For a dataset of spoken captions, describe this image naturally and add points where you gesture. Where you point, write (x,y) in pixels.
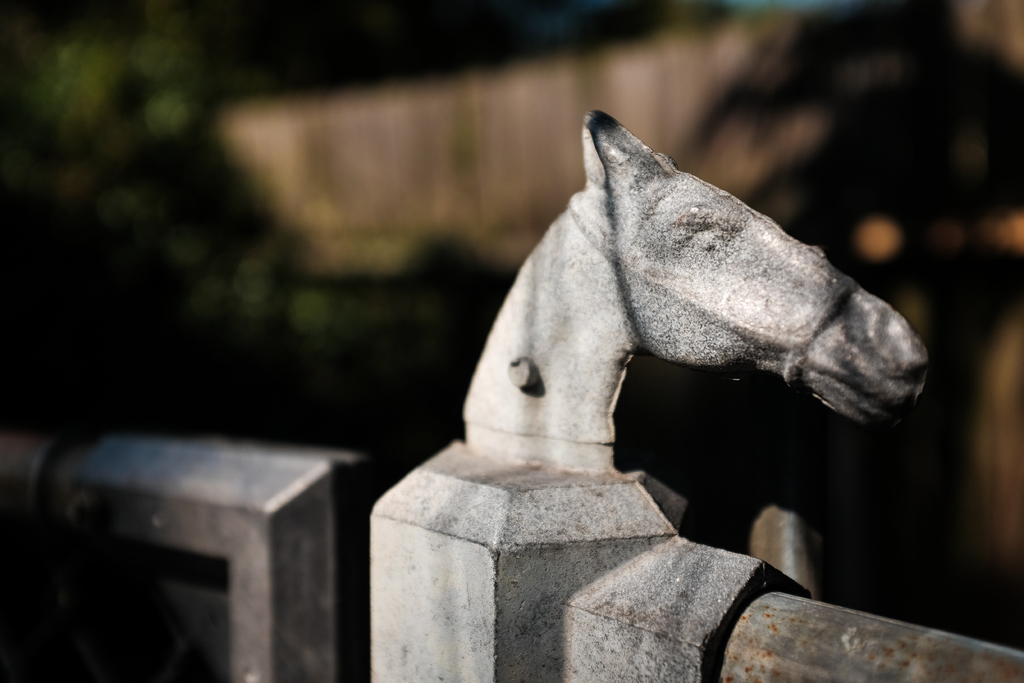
In this image there is a sculpture (650,294) on the wall (486,558). The sculpture (571,360) is the head (671,300) of a horse (637,290). The background (644,74) is blurry.
